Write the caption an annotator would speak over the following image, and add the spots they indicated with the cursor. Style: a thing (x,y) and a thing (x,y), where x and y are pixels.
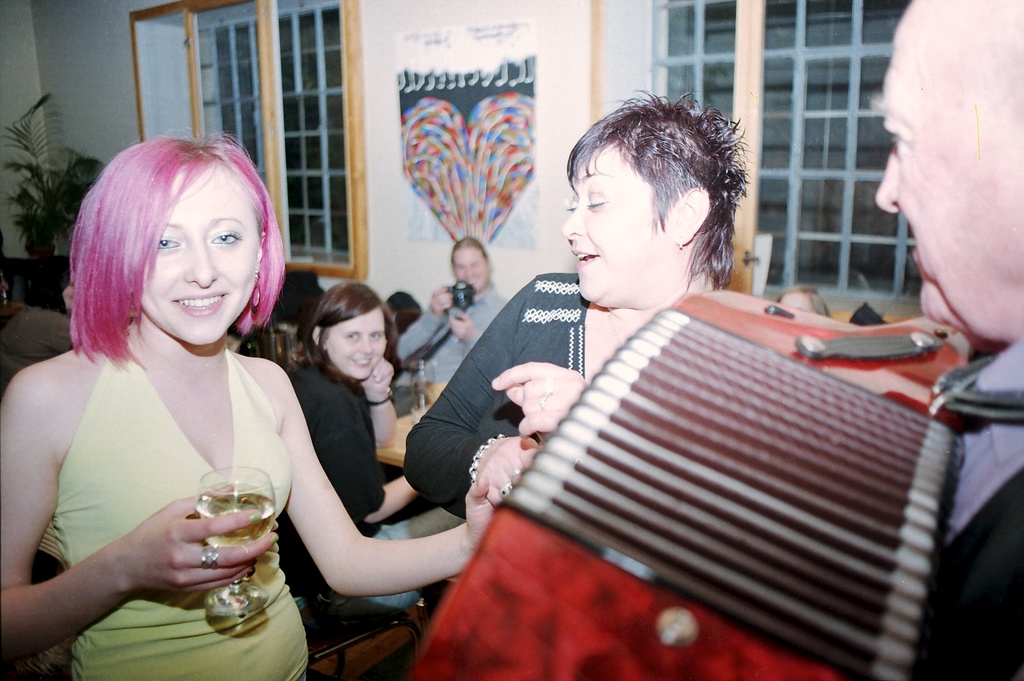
In this image we can see some people (471,369) standing. In that a woman (381,568) is holding a glass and a man (970,531) is holding the musical instrument (743,571). On the backside (485,286) we can see some people (476,322) sitting beside a table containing a glass (431,392) on it. In that a man (489,307) is holding a device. We can also see a poster (434,222) on a wall (548,237), a plant (43,238) in a pot (48,254) and some windows (309,140) with the metal grill (307,157).
